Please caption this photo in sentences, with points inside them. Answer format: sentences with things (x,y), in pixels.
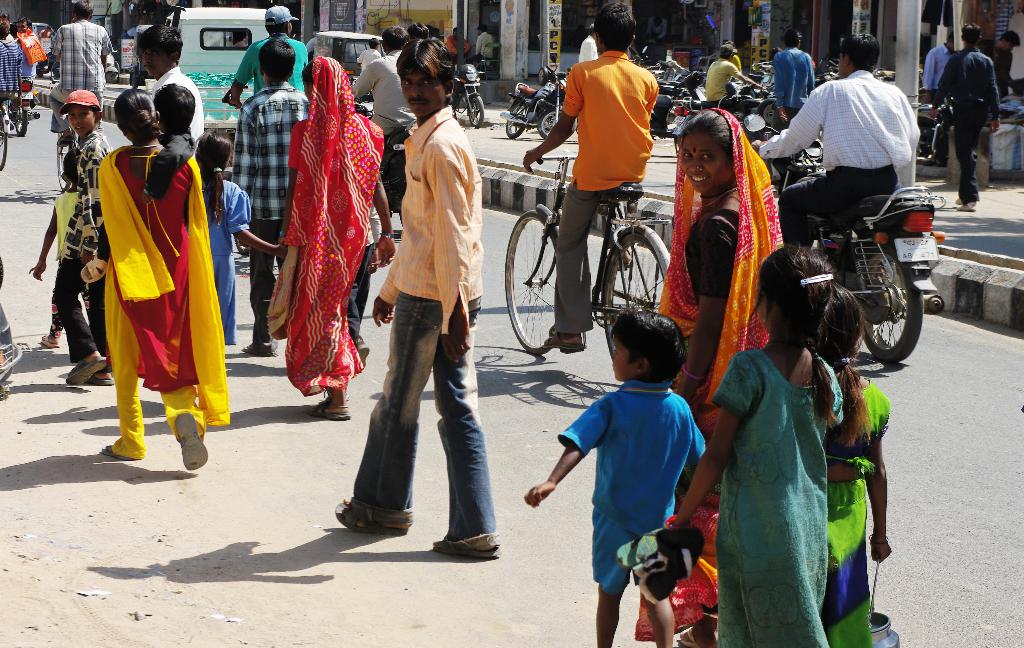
This is the image where few people (140,298) are walking on the road (582,500). Here we can see a bike (849,230), cycle (633,202) and a trolley auto (218,30) moving on the road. In the background of the image (692,88) we can see many bikes (676,88) parked over there.
